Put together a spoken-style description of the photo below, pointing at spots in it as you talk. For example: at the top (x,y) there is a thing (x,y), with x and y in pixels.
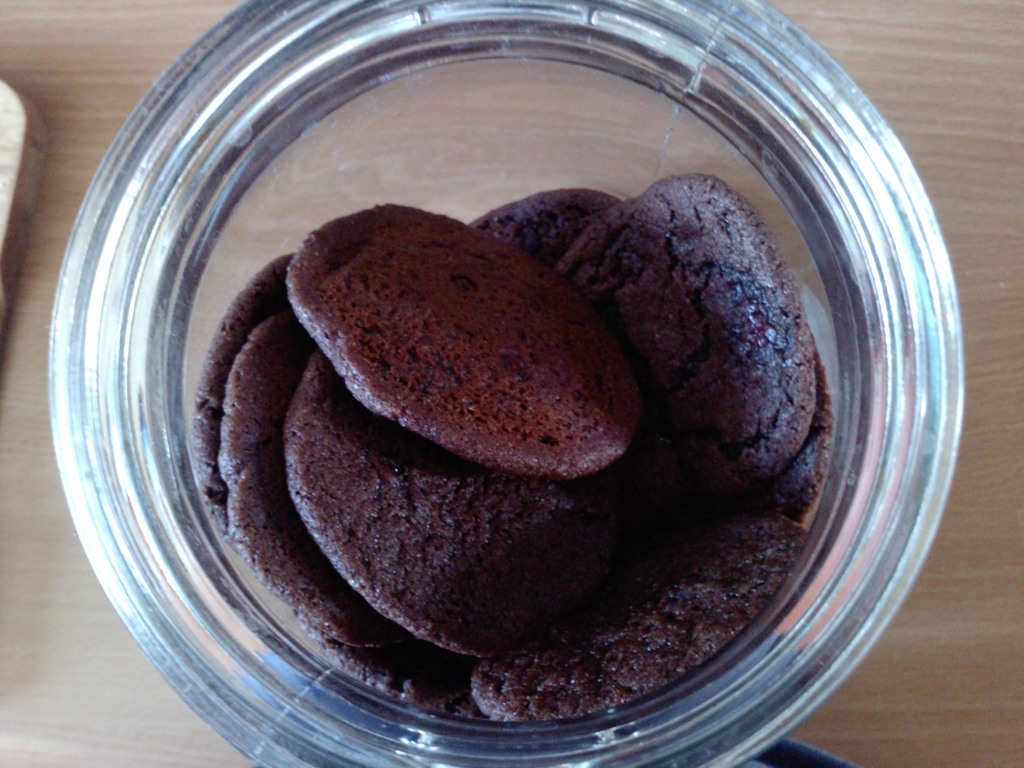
In this picture we can see some food item (450,495) are placed in the jar (762,133), which is placed on the wooden thing (950,127).
